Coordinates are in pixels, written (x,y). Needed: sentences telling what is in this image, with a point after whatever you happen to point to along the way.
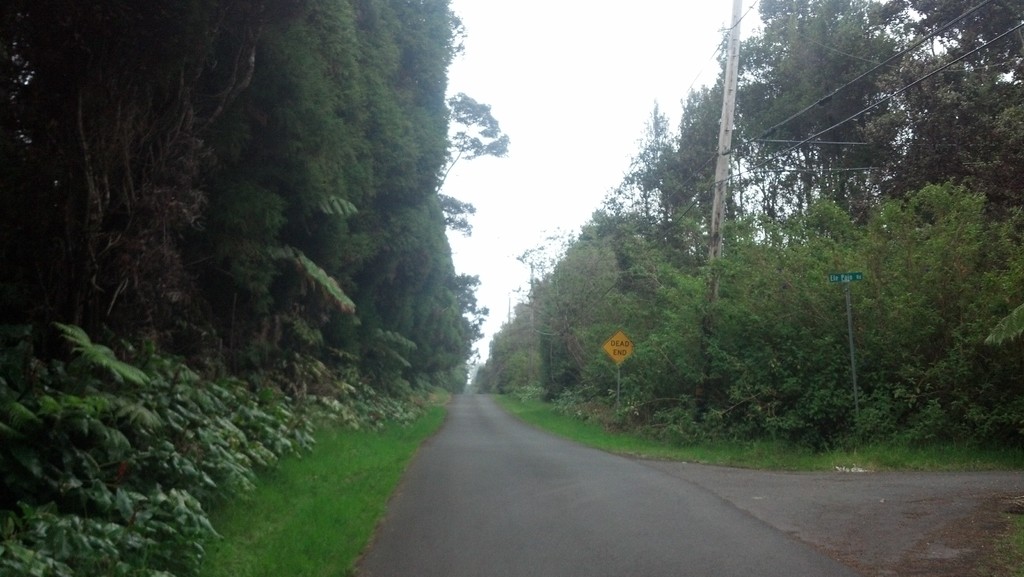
In this image in the middle (588,221), there are trees (316,157), plants (643,376), grass (339,479), sign boards (620,355), electric poles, cables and sky (553,153).
